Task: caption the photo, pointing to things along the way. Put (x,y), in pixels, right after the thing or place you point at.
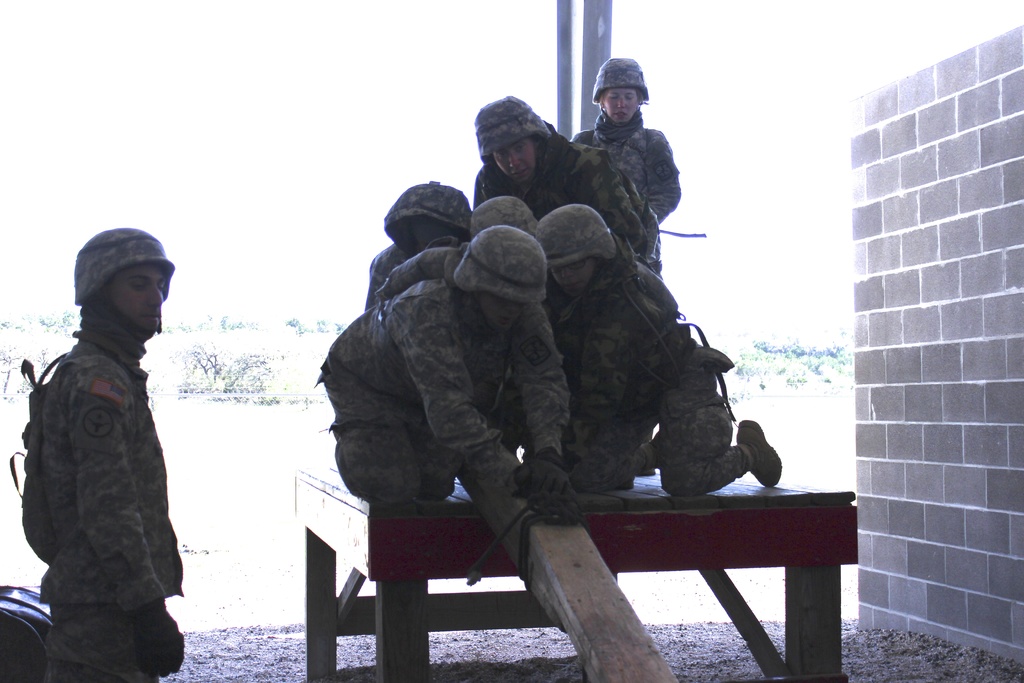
In this image it seems like there are group of military persons (562,353) who are holding the wooden stick (569,555). On the right side (854,289) there is a wall (979,227). They are kneeling down on the table (649,488). On the left side (96,451) there is a person (81,532) standing on the floor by wearing the helmet (131,252) and gloves (141,651). In the background (575,20) there is a pole (583,30) and small plants (249,378).
